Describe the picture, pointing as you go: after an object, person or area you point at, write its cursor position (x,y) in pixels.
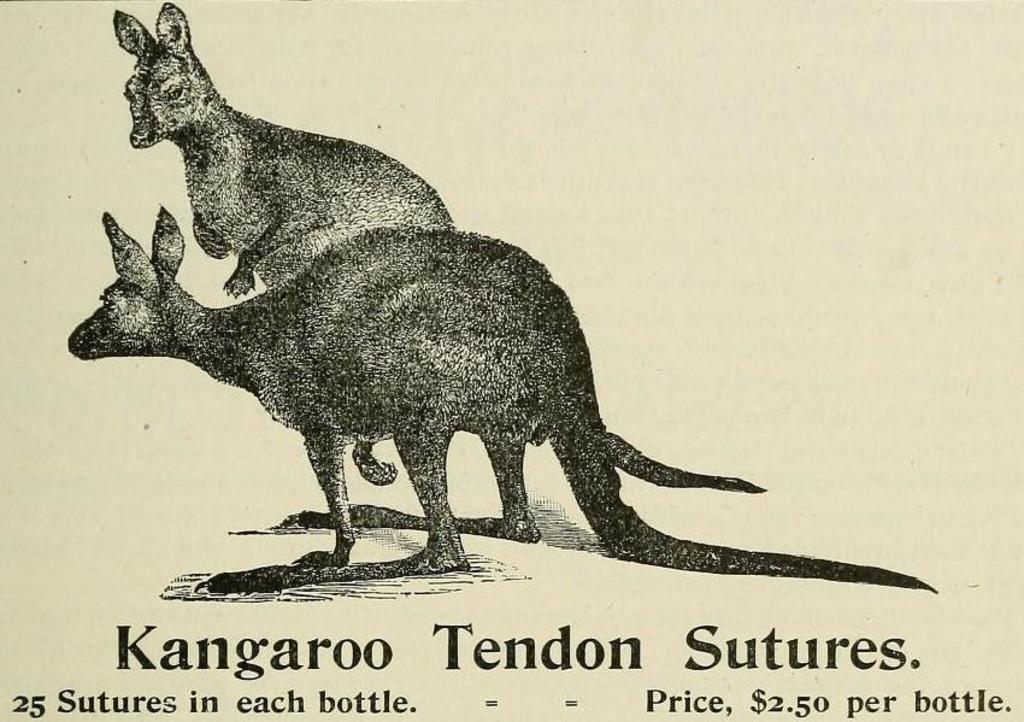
In this image I can see depiction of kangaroos (349,481) and here I can see something is written.
